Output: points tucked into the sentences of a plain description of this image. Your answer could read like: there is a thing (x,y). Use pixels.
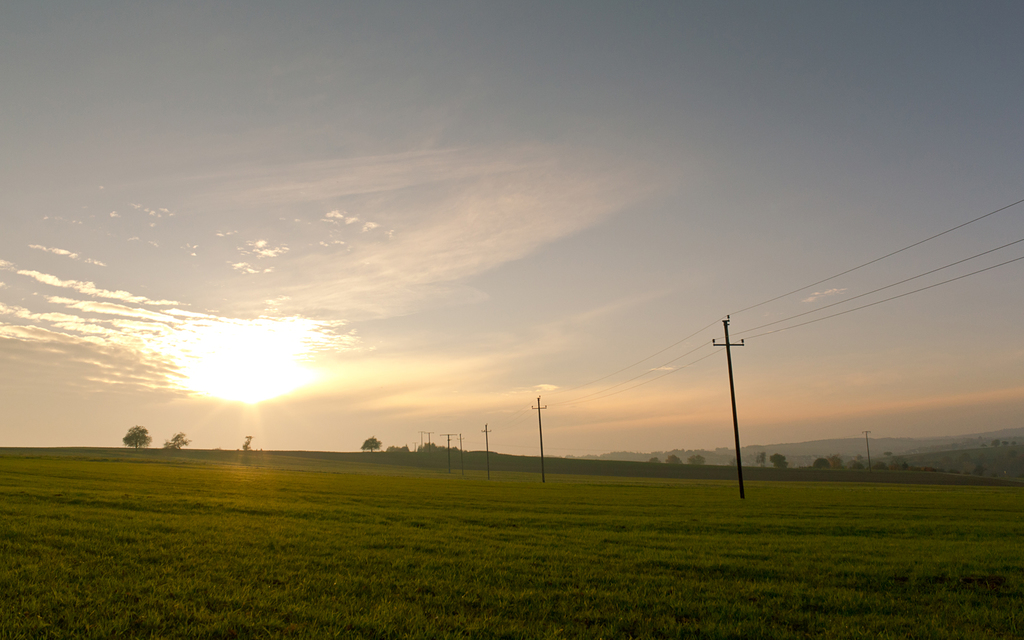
In this picture we can see grass (563,565), poles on the ground (620,557) and in the background (679,24) we can see trees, mountains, sky (452,229).
